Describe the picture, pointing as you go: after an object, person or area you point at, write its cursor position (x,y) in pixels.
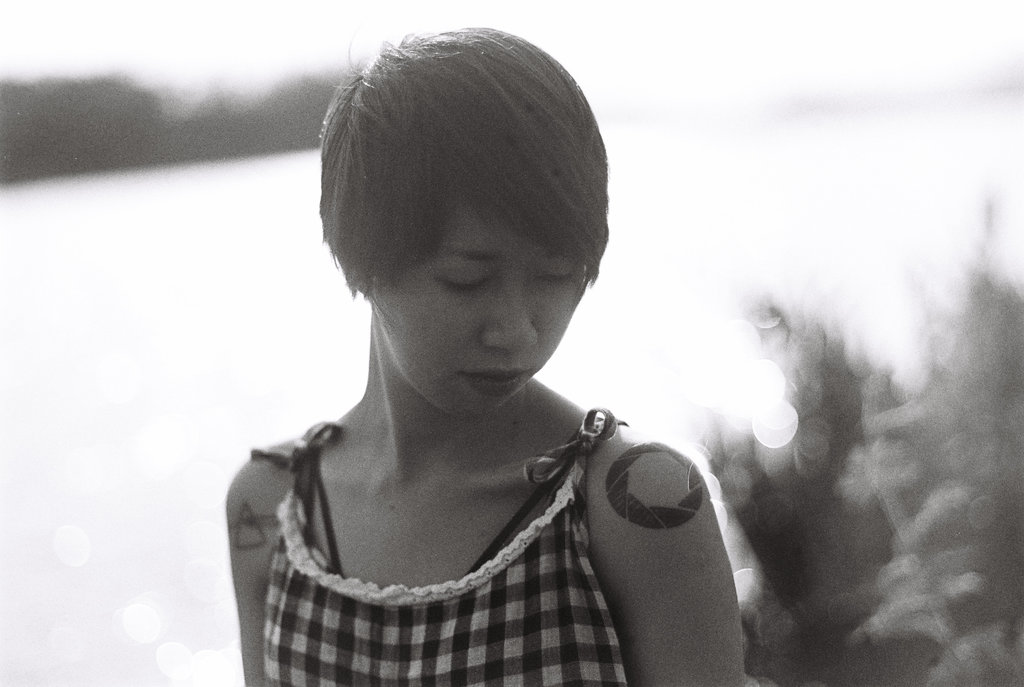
It is a black and white image of a woman (476,488). The background (891,550) is blurry. There is a tattoo (666,514) on the woman shoulder (615,522).
